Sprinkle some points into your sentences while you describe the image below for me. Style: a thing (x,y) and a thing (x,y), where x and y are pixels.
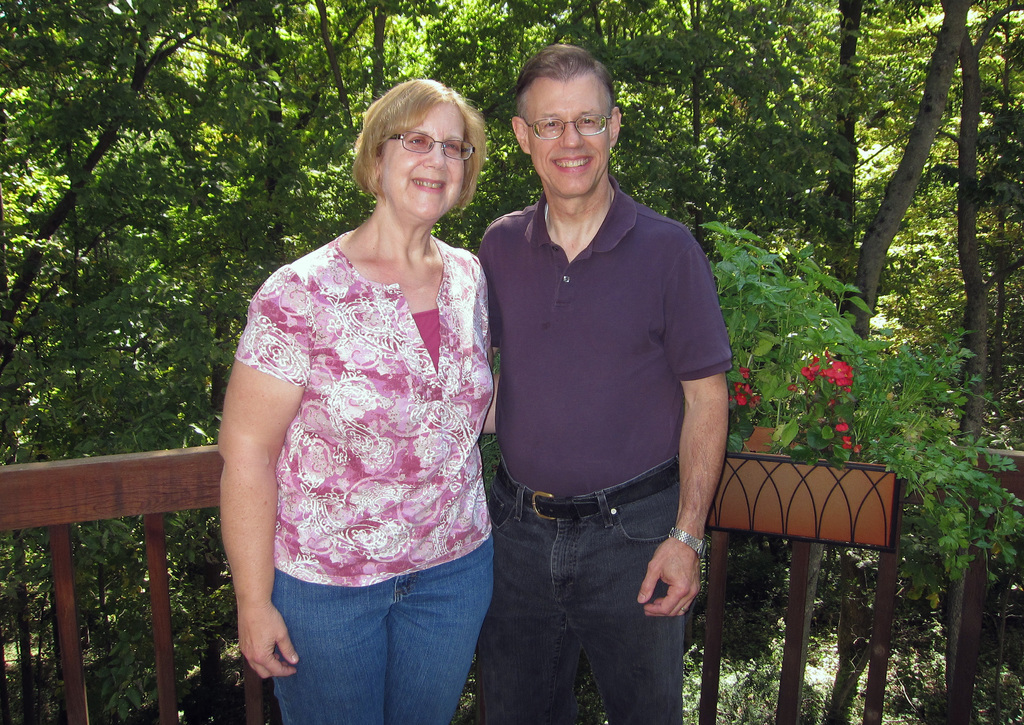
In this picture I can observe a couple (563,375). Both of them are smiling and wearing spectacles (540,133). Man (539,148) is wearing purple color T shirt (567,304). Behind them there is a railing (47,490). In the background (127,622) there are trees (165,164).
